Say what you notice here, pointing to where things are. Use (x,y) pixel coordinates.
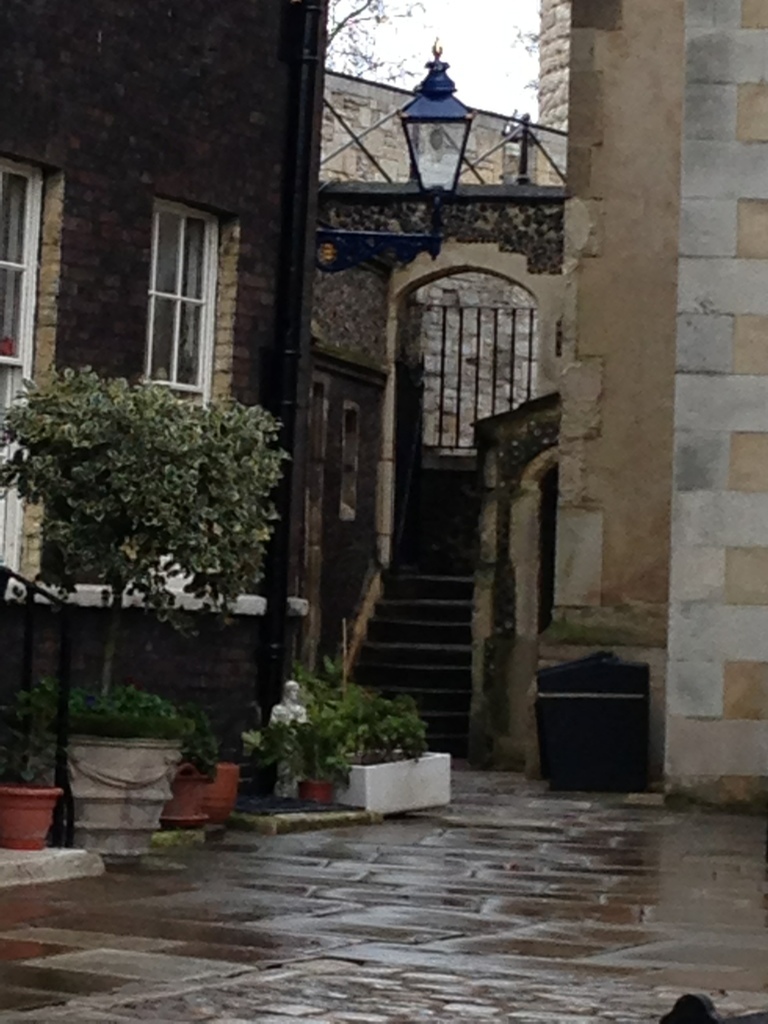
In this picture we can see few buildings (300,425), plants (271,460) and trees (388,65), and also we can find few metal rods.
